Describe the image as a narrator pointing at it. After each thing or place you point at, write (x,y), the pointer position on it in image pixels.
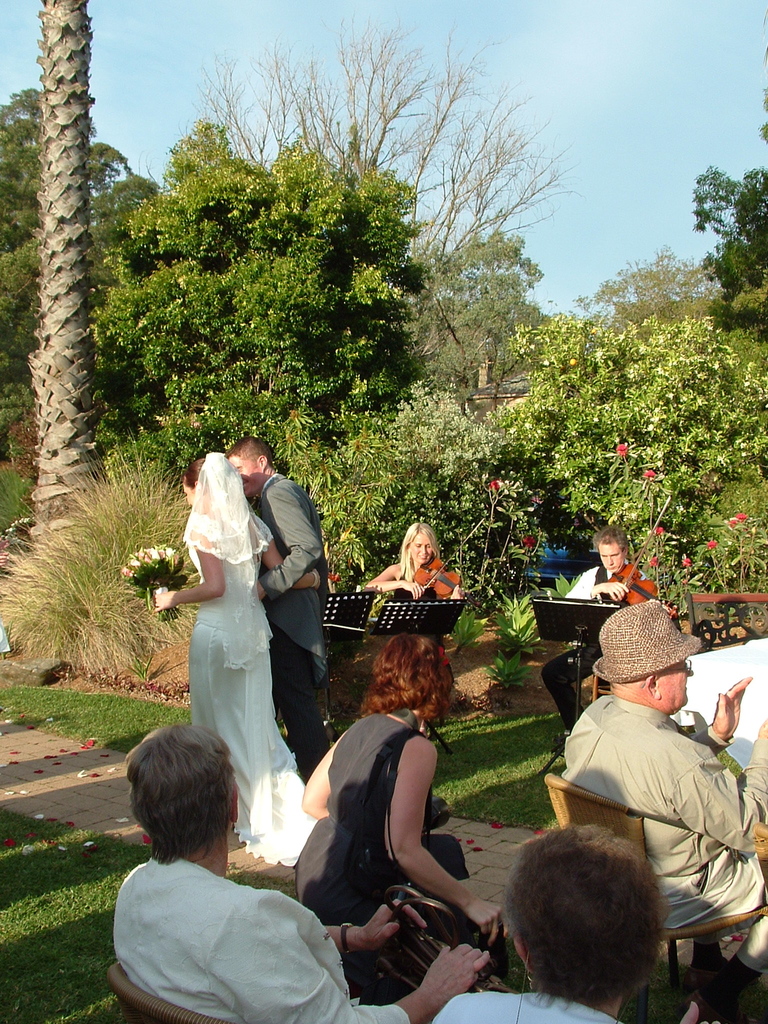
Here we can see few persons (655,944) and they are sitting on the chairs (652,864). Here we can see grass (75,704), plants (510,525), flowers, and trees (407,270). In the background (707,98) there is sky (635,104).
